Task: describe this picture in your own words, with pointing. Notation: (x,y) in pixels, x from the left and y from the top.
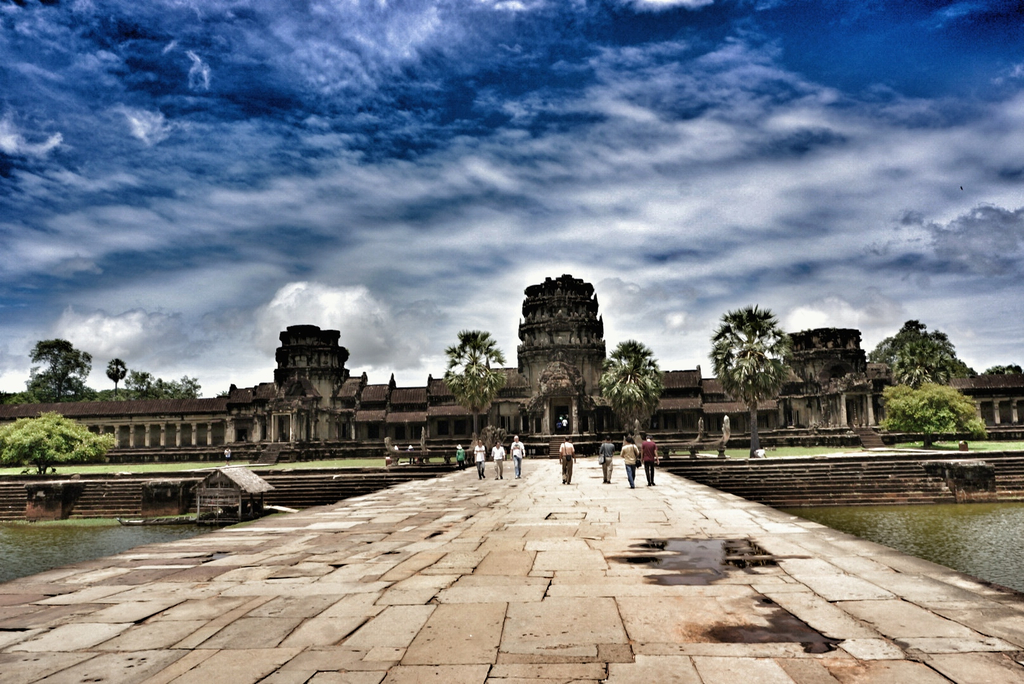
In this image we can see a building (586,412) and house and there are stairs (884,480) in front of the building (696,398). And there are people (524,454) walking on the ground (576,497) and we can see the water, trees (622,392), grass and cloudy sky (449,116) in the background (458,168).
